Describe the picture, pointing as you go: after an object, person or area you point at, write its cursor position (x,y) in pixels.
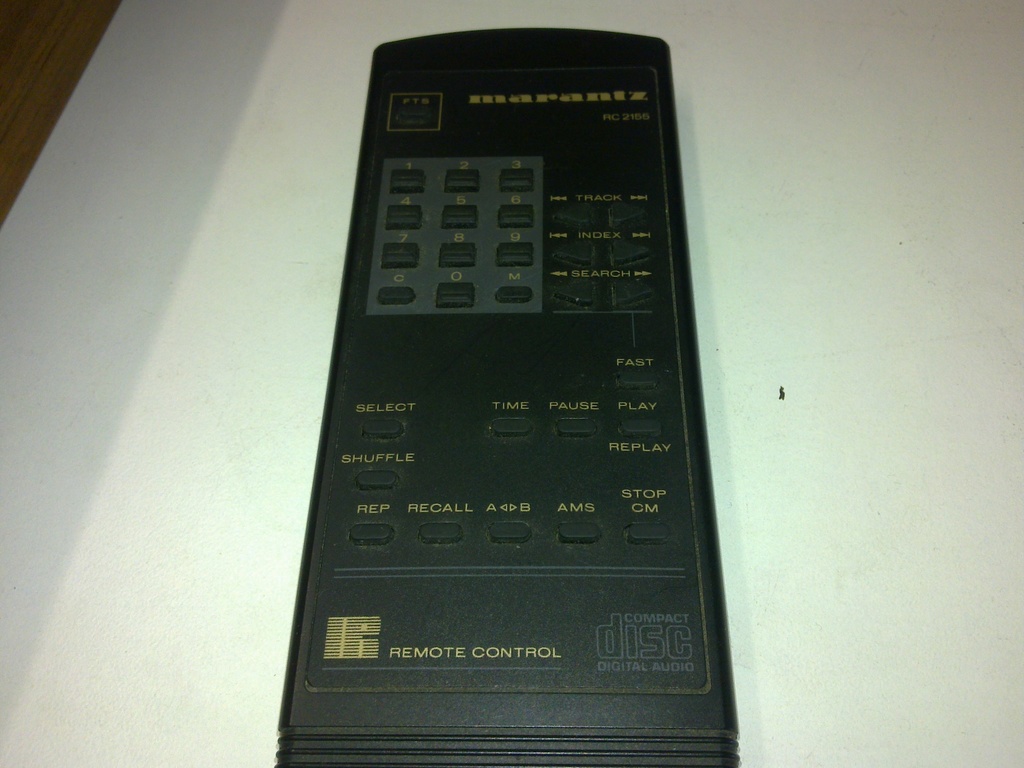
In this image we can see a remote (434,336) on the white color surface (822,161).
